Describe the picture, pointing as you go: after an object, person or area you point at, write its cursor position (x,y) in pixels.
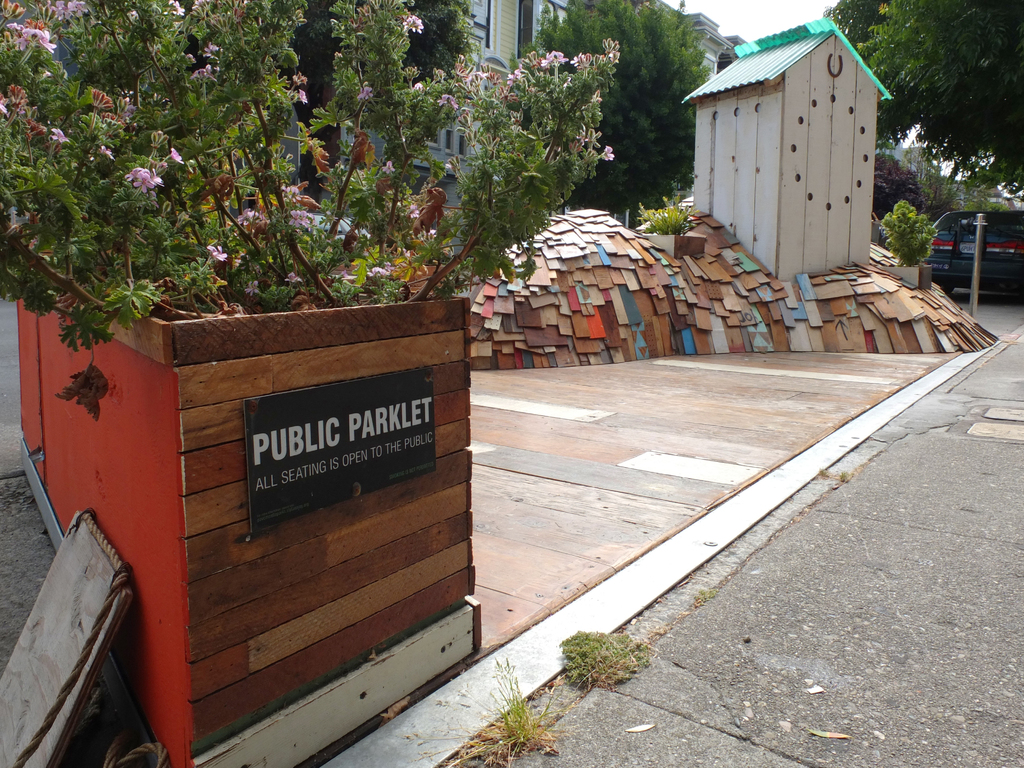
In this image I can see a wooden flower pot (77,424) visible on the left side (33,338), on which I can see flowering plant (253,156) and on the right side (1020,317) I can see a road (1012,330), on the road (1005,314) I can see vehicles (965,217), trees (947,209), in the middle (524,318) there is a building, small tent house (766,180), wooden planks (736,284).
